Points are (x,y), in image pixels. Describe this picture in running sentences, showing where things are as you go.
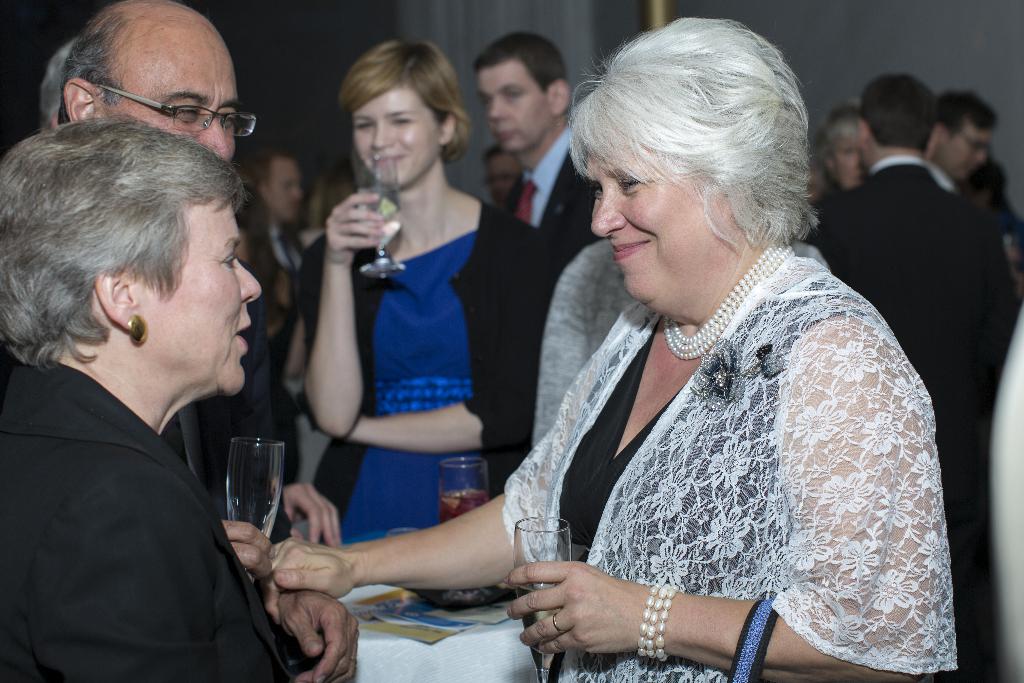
On the right side (857,637) a woman (800,629) is smiling, she wore wine glass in her left hand (584,649). In the middle (540,277) a beautiful woman (457,321) is standing, she wore blue color dress (420,321) and also holding a wine glass (379,246) in her right hand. On the left side (179,517) there is an old woman (2,568), she wore black color coat (163,524).
